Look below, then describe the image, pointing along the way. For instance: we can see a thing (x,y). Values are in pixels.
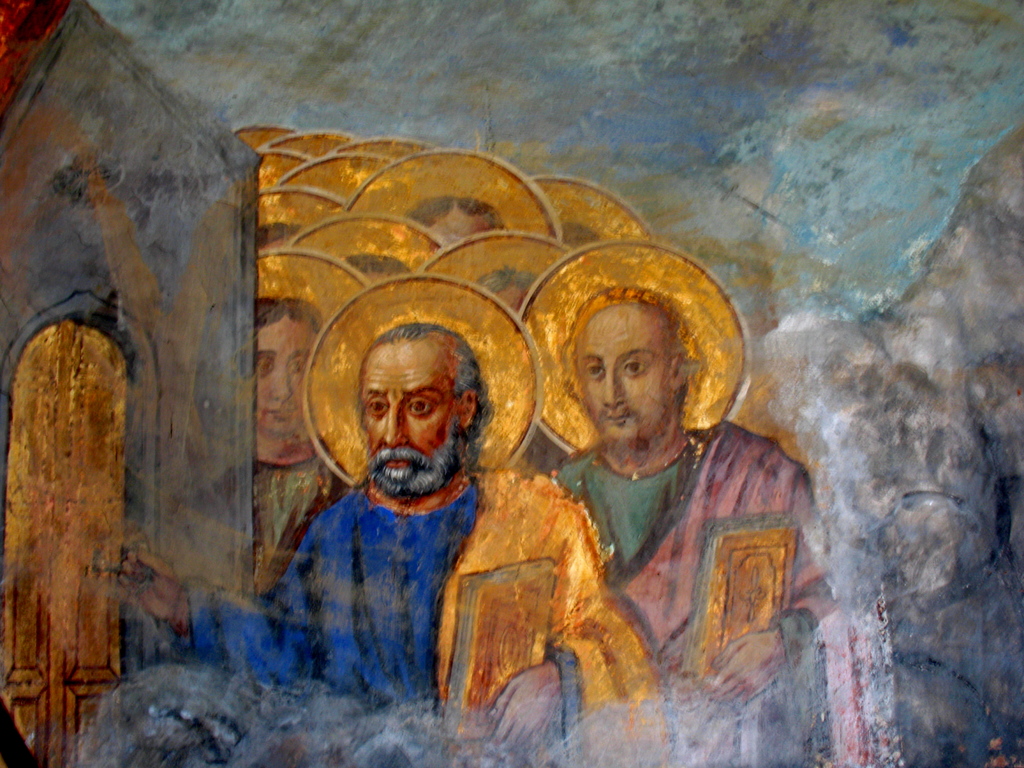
This picture is a painting. The man (361,643) in blue dress (379,579) is holding a book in his hand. Beside him, the man (660,540) in the green dress (627,528) is also holding a book (760,547) in his hand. Behind them, we see the sky (868,202) in green color.
